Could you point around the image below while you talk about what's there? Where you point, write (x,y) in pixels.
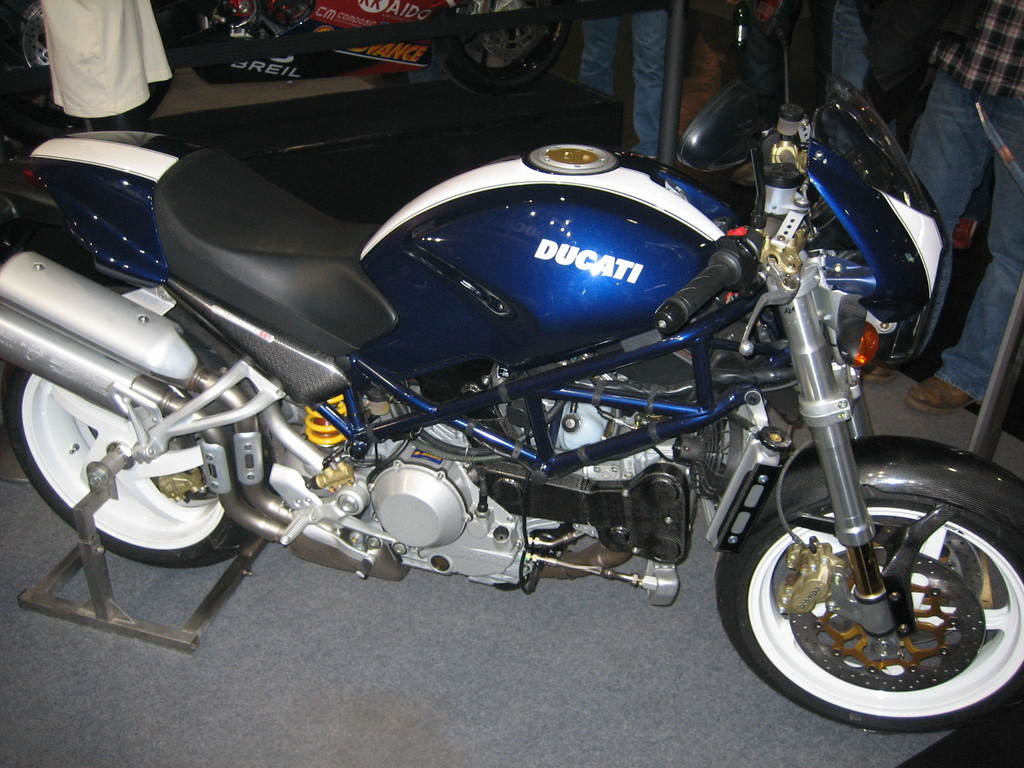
In this image we can see a vehicle (502,529) on the floor (411,742). At the top of the image (497,82), we can see people (932,120), barrier (668,55) and a bike (323,14).
